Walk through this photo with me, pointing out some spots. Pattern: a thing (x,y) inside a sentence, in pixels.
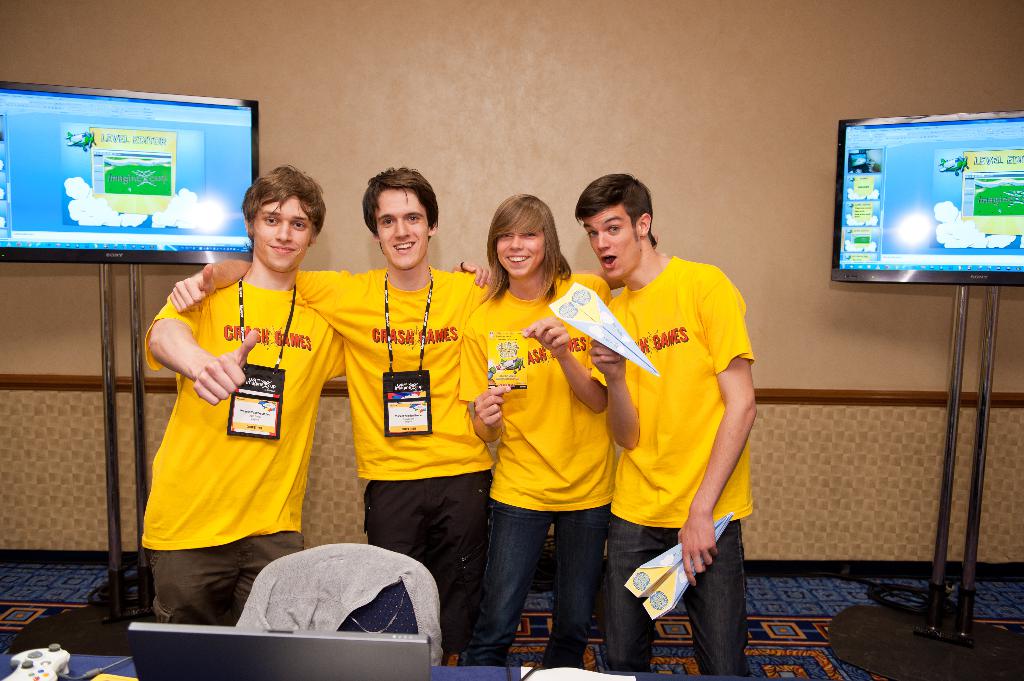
In this image I can see at the bottom (417,634) it looks like a laptop (262,675). In the left hand side (47,677) bottom it looks like there is a game controller (69,662). In the middle (662,280) four persons (391,246) are standing, they are wearing yellow color t-shirts (473,399), there are Televisions (848,211) on either side of this image.
